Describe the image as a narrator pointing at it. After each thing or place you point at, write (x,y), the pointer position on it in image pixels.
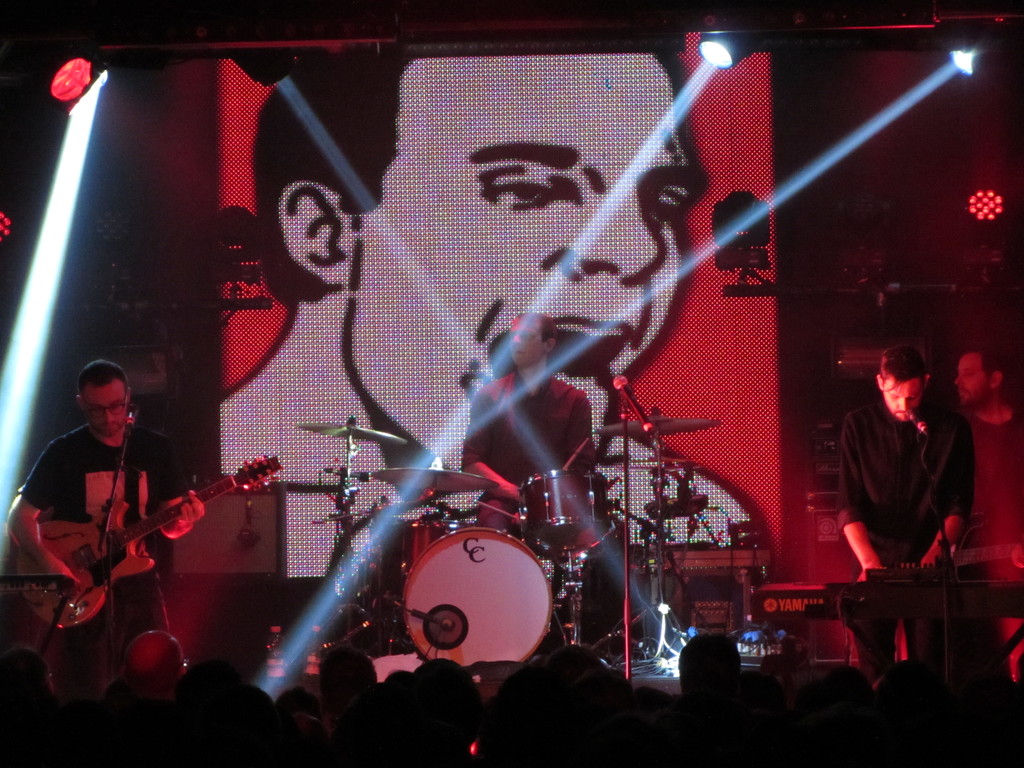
there are four mans (951,539) standing on stage (201,660) one of them playing guitar (81,555) and other one playing drums (505,596) and other playing piano (948,588). at their back there is a poster (746,176) of man (263,144) displayed showing a man's face (573,317).
